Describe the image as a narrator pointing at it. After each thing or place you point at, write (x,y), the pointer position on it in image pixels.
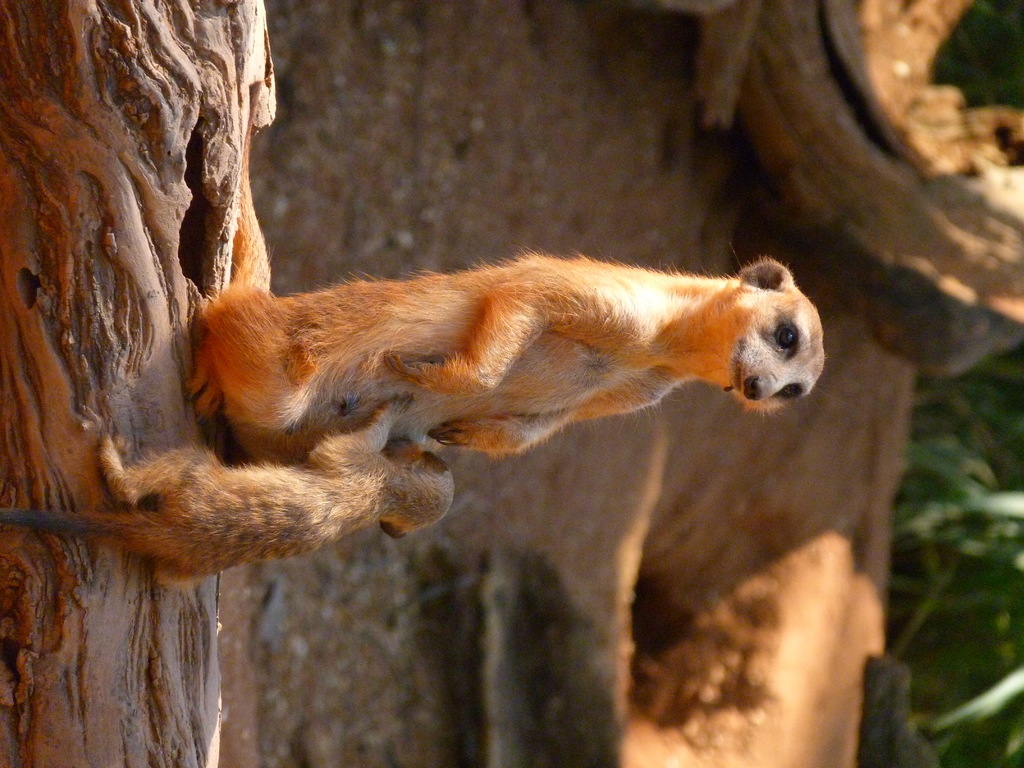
In this image we can see the animals (234,413) on a trunk (140,315). Behind the animals (639,395) we can see the ground (784,445). On the right side (960,570), we can see the plants (966,543) and a wooden object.
